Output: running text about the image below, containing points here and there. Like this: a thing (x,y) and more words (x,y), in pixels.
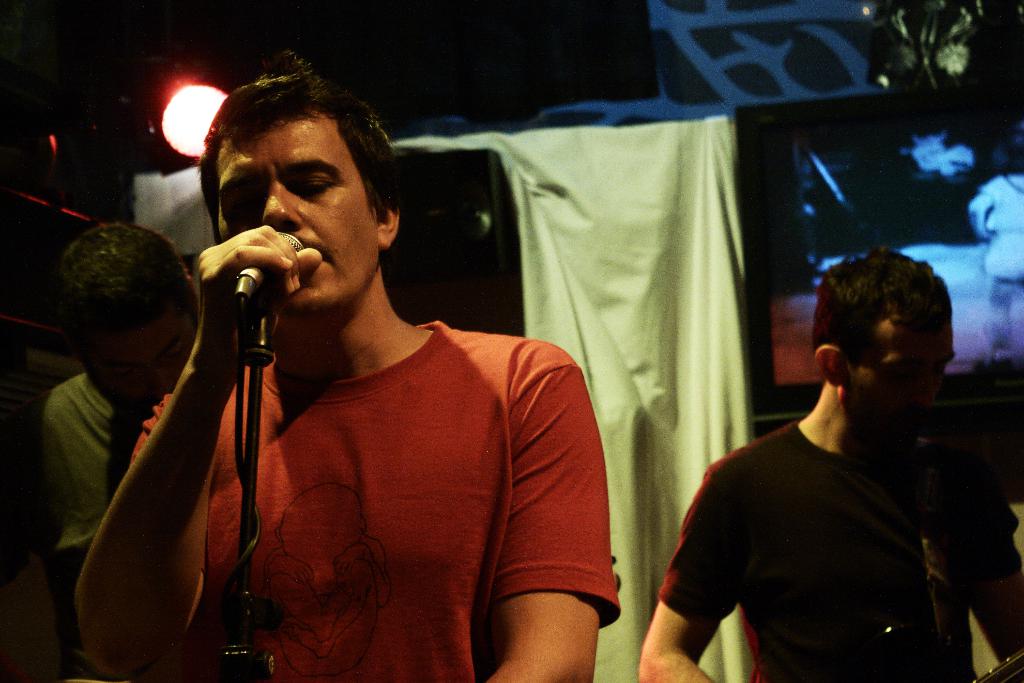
There are three men (406,463) in this image. The man (428,613) in the middle (359,362) is holding a mic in his hands (230,255). The man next to him is playing a musical instrument (1001,667). There is a light (182,107) on the top (179,137).
